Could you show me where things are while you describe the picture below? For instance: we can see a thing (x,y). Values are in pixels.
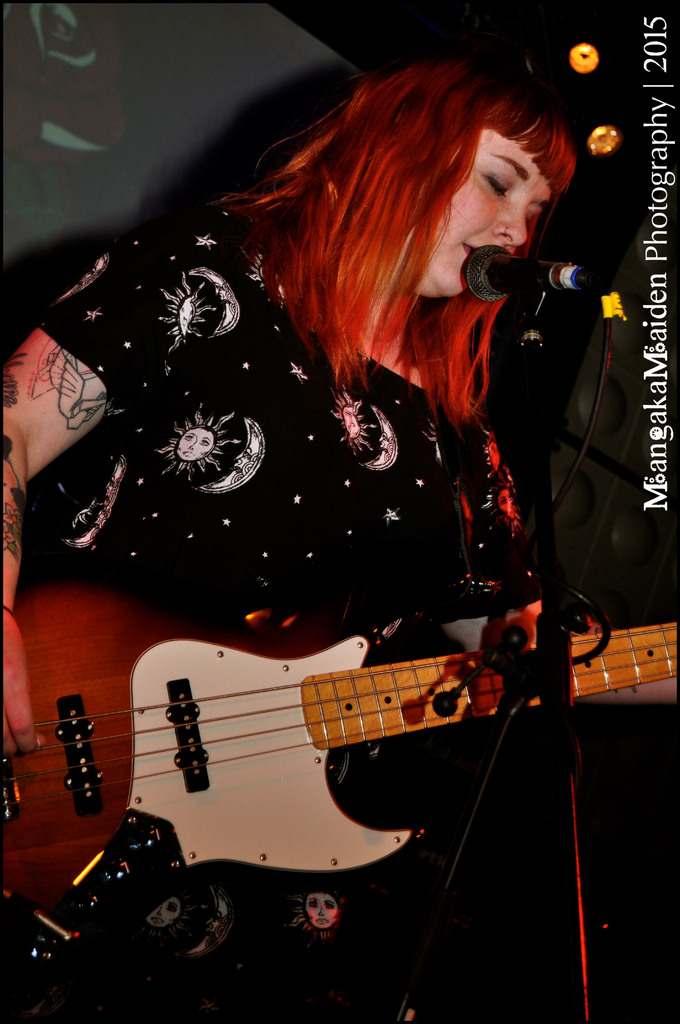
Here is the women (289,438) wearing black dress (287,444) and singing song. She is playing guitar (344,699). This is the mic (533,284) attached to the mike stand (555,757).
